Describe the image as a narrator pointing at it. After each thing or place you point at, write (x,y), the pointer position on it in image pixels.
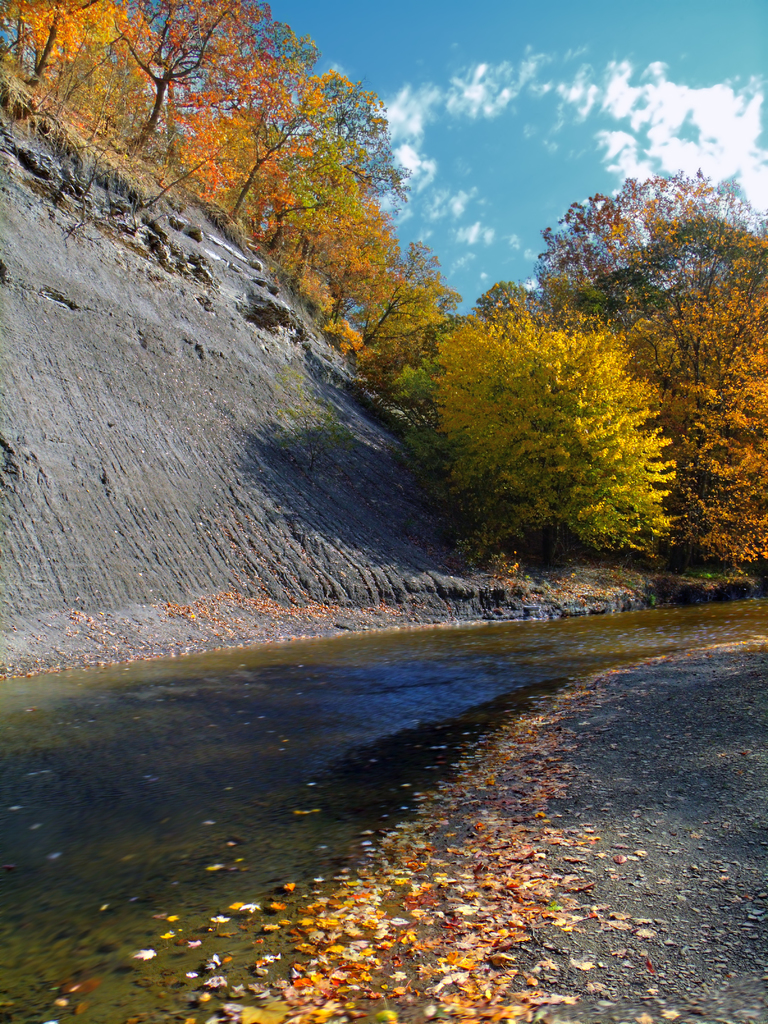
This image is taken outdoors. At the bottom of the image (541,846) there is a ground (606,874) with dry leaves (470,892) on it and there is a lake (213,833) with water (259,773). At the top of the image (533,103) there is a sky (460,104) with clouds (395,100). In the middle of the image (435,570) there is a hill (127,402) and there are many trees (523,440) and plants (328,320).
